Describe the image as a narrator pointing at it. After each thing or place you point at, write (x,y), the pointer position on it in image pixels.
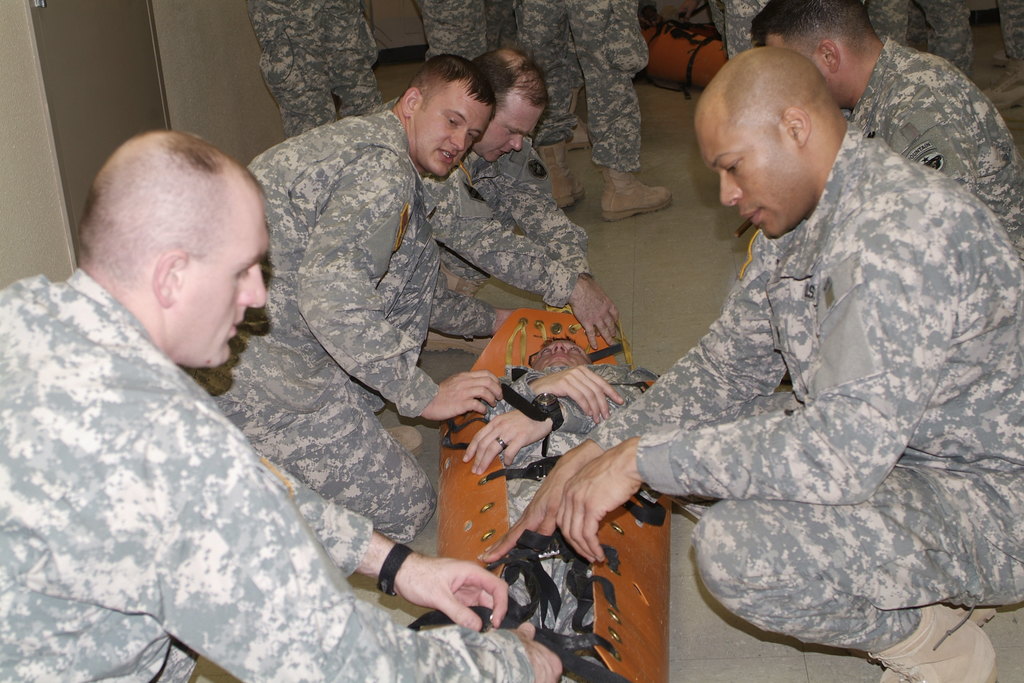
In this picture we can see some military soldiers (827,519) sitting on the ground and strapping a military soldier (587,408) onto the orange stretcher (481,531).
